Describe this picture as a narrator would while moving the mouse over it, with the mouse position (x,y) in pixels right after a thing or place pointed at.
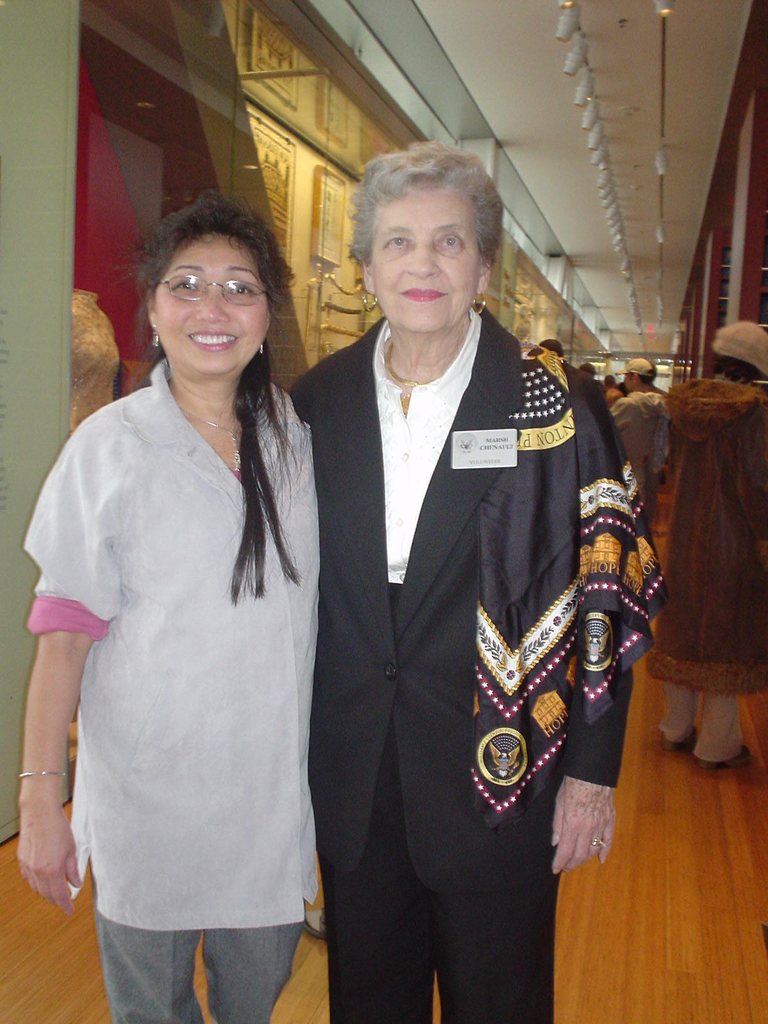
In this picture we can see two people (354,760) and they are smiling and in the background (671,571) we can see people (663,616), floor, roof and some objects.
